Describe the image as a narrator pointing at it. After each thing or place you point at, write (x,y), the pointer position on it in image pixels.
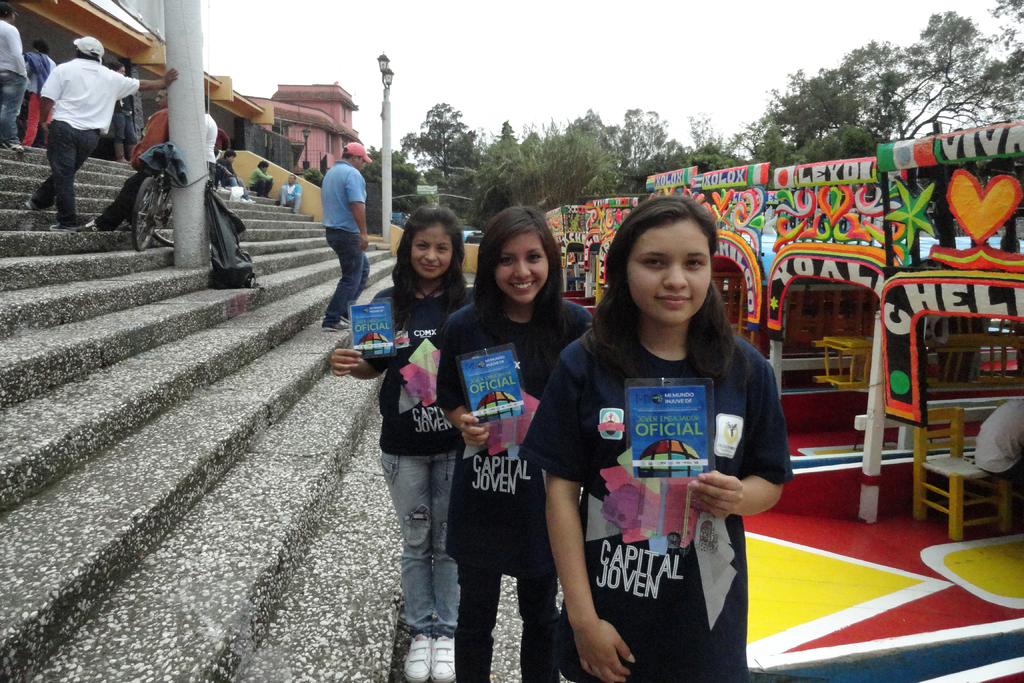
In the foreground of the image (687,423) we can see some woman (553,536) holding cards (642,429) with some text (680,410) are standing on the ground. On the left side of the image (328,322) we can see a group of people (62,102) standing on the staircase (232,308), a group of people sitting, a bicycle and a bag (225,232) placed on the ground (235,420). To the right side of the image (829,456) we can see a group of boats (865,237), one person (982,453) is sitting on a chair (949,490). In the background (375,170), we can see light poles (180,195), group of trees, buildings (335,130) and the sky (549,87).
